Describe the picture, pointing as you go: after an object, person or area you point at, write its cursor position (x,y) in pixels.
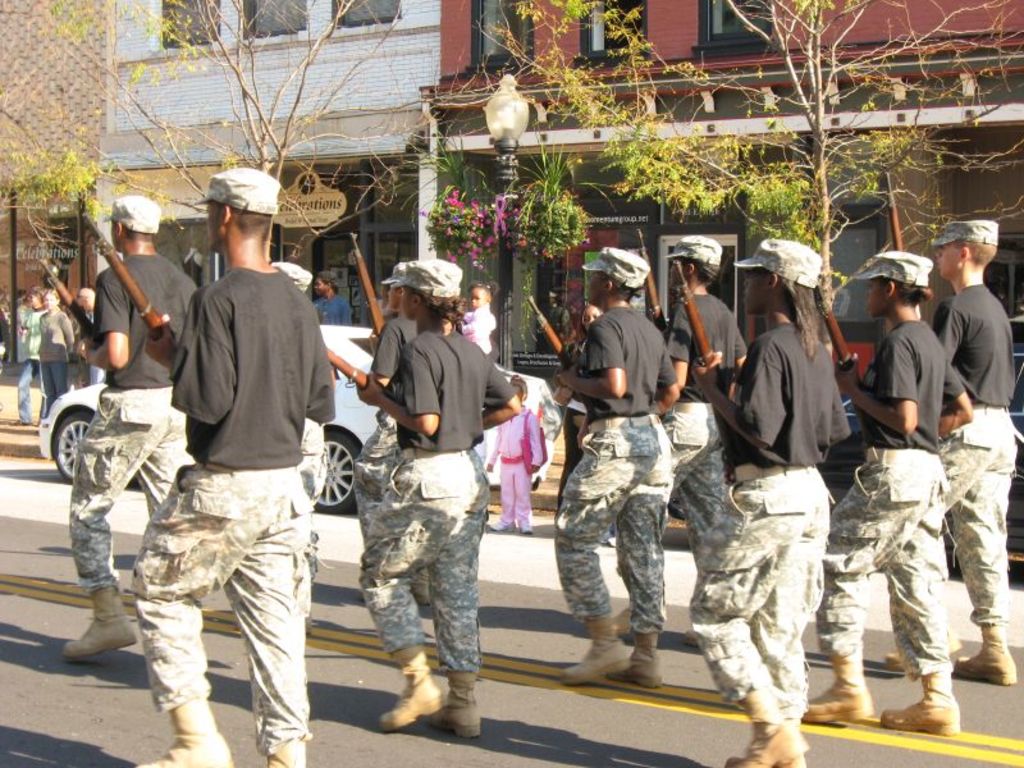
In this image few people (481,431) wearing black top (377,352) are holding the guns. They are wearing caps (462,291). They are walking on the road (358,606), having a vehicle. Few people (520,427) are on the pavement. Middle of the image (506,297) there is a street light (506,227). There are few trees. Behind there are buildings (408,107).
